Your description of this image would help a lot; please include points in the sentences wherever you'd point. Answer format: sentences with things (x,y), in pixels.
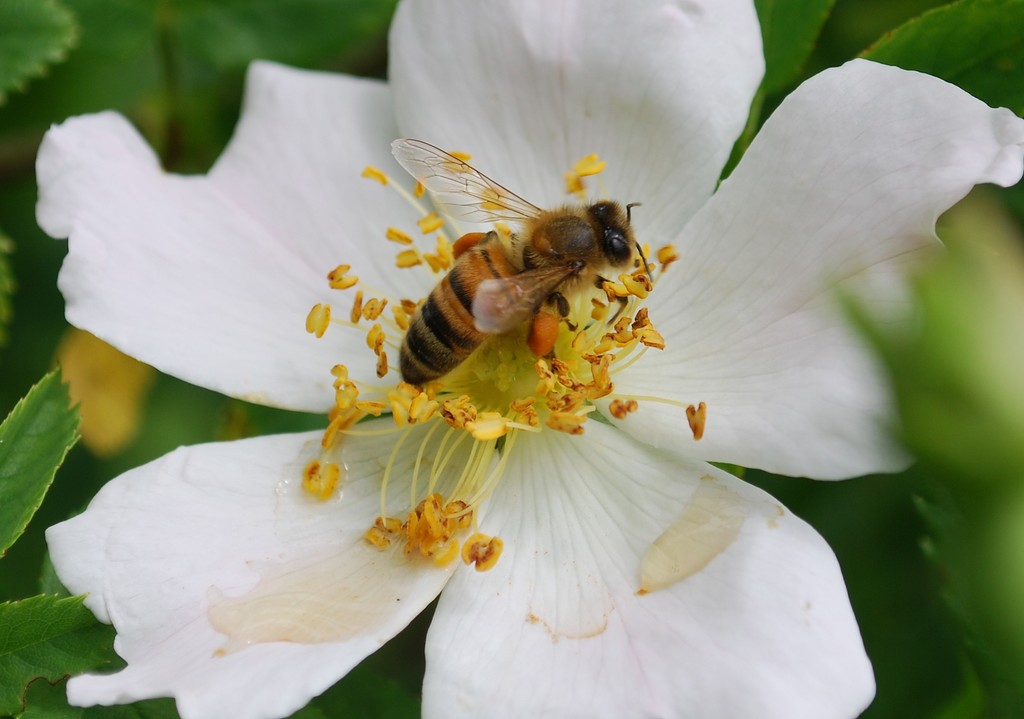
In the center of the image (468,331) we can see a bee (467,303) on the flower (448,571) and there are leaves (157,386).
